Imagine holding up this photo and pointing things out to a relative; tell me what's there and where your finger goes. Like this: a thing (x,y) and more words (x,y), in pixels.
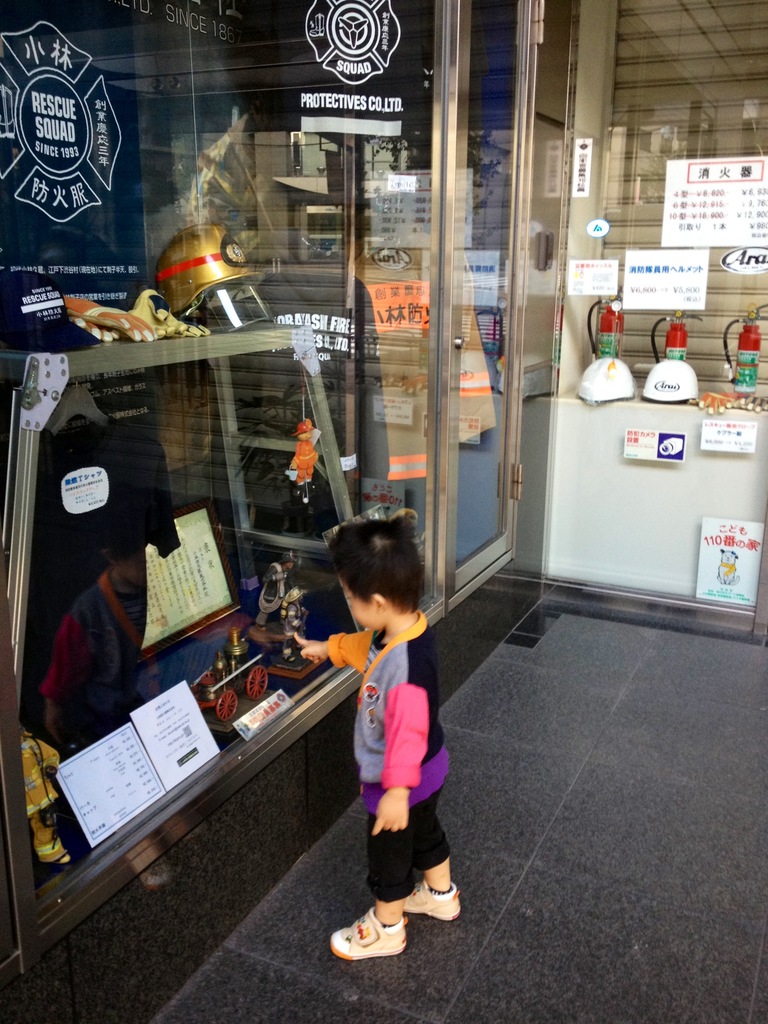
In this image, I can see a kid (378,725) standing on the floor (337,832). On the left side of the image (213,290), I can see a helmet (220,322), gloves (160,304), T-shirt (99,599), photo frame (206,613), papers (210,734), toys (242,647) and few other objects (41,347) behind a glass door (355,94). At the top of the image (334,71), I can see a logo (349,80) and words (327,96) on a glass door (365,125). On the right side of the image (749,352), there are fire extinguishers (684,354) and helmets (622,396). I can see the posters (663,439) attached to a glass door (666,183).
